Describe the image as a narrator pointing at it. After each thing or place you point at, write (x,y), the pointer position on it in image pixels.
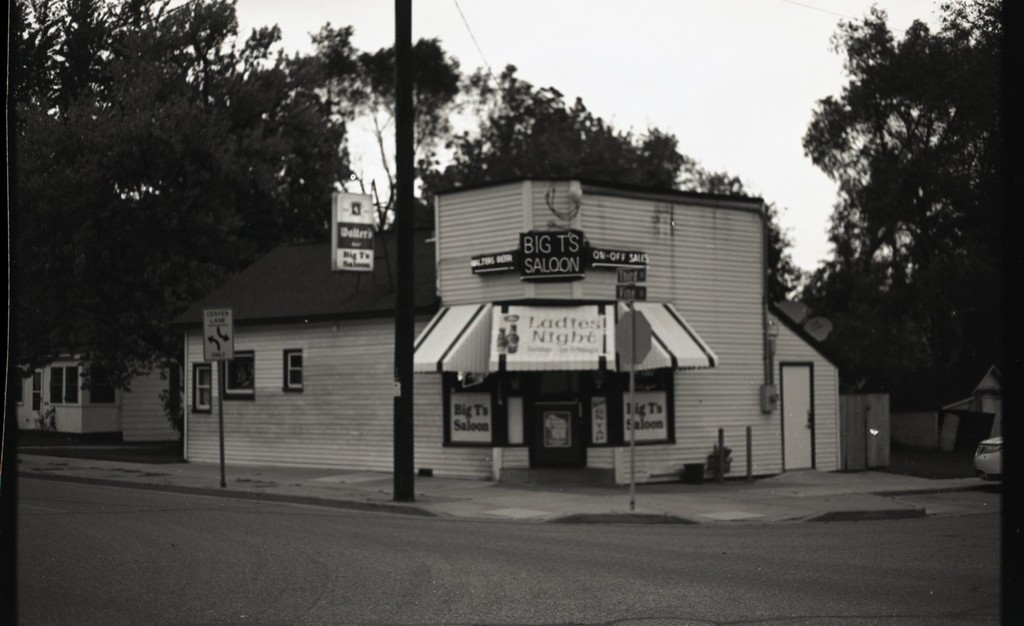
This is a black and white image, in this image there is a road (774,541), poles (402,499), shops (591,449), trees (116,232) and a sky (799,94).
